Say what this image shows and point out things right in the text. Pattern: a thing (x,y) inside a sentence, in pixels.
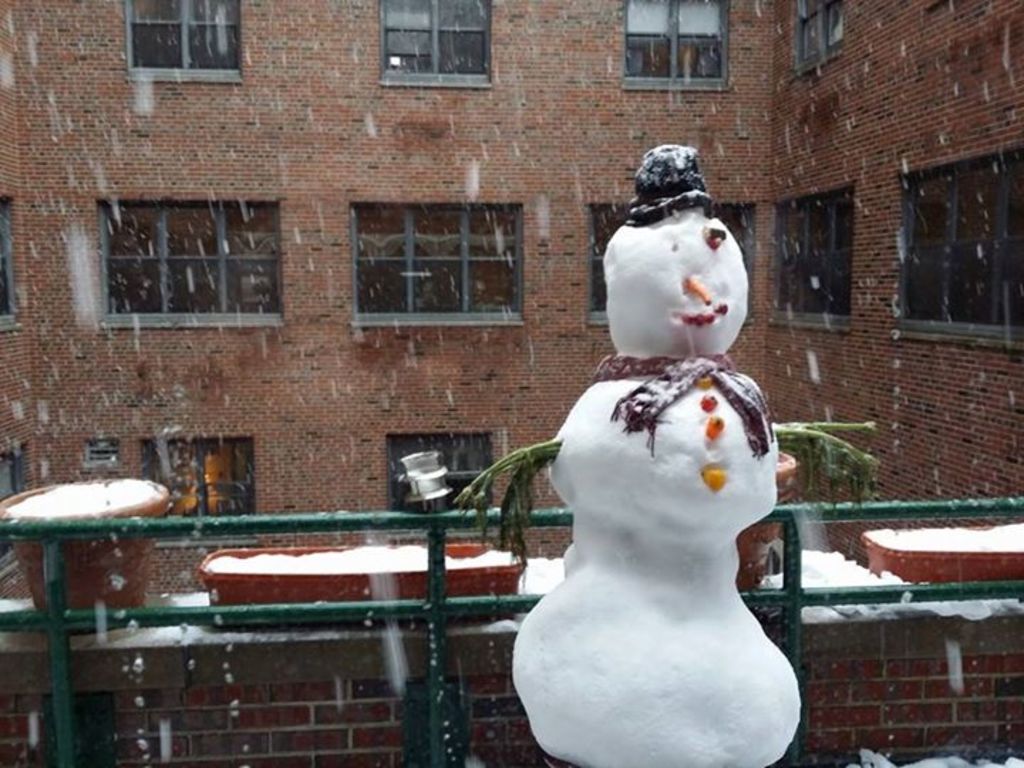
In this picture we can see a snowman (727,618), pots (501,571) with snow (63,499) in it, wall (266,652), rods (961,516) and in the background (99,287) we can see a building (196,249) with windows (245,291).
